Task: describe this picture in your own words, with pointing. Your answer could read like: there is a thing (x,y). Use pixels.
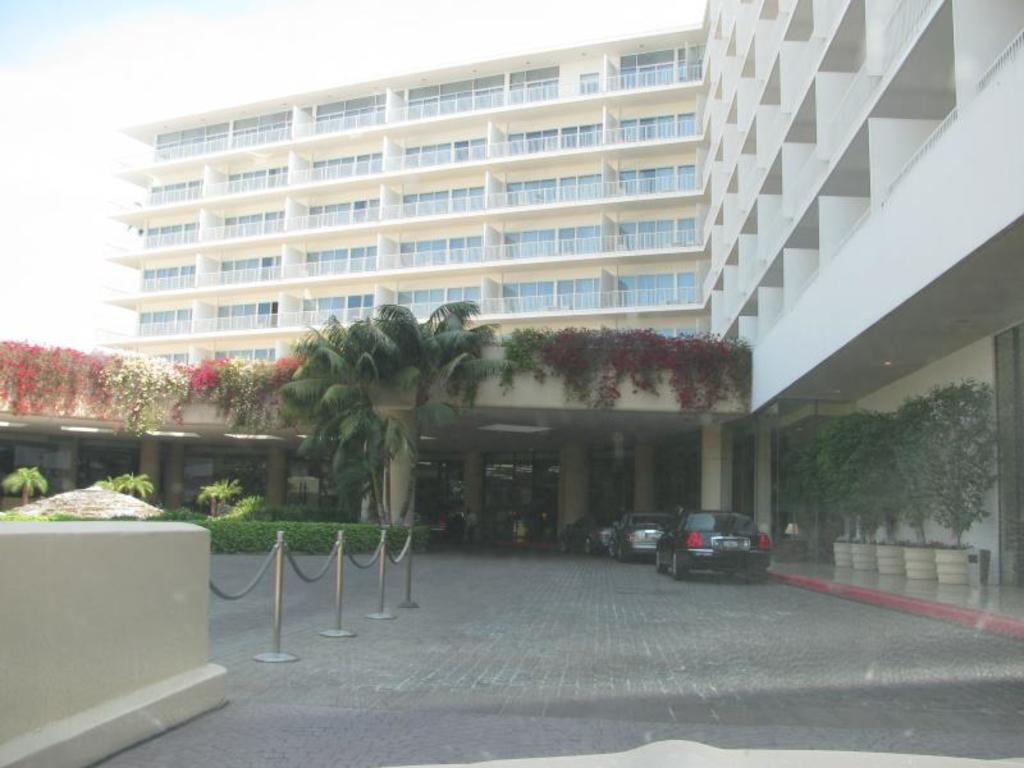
In the foreground of the picture (318,511) there are plants (264,508), trees (909,485), cars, fencing (412,542), flower pots (963,560), pavement (512,619), wall (57,534), pillars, flowers (137,366) and other objects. In the center of the picture (681,303) there is a building (308,121). At the top (262,72) it is sky (58,90).
